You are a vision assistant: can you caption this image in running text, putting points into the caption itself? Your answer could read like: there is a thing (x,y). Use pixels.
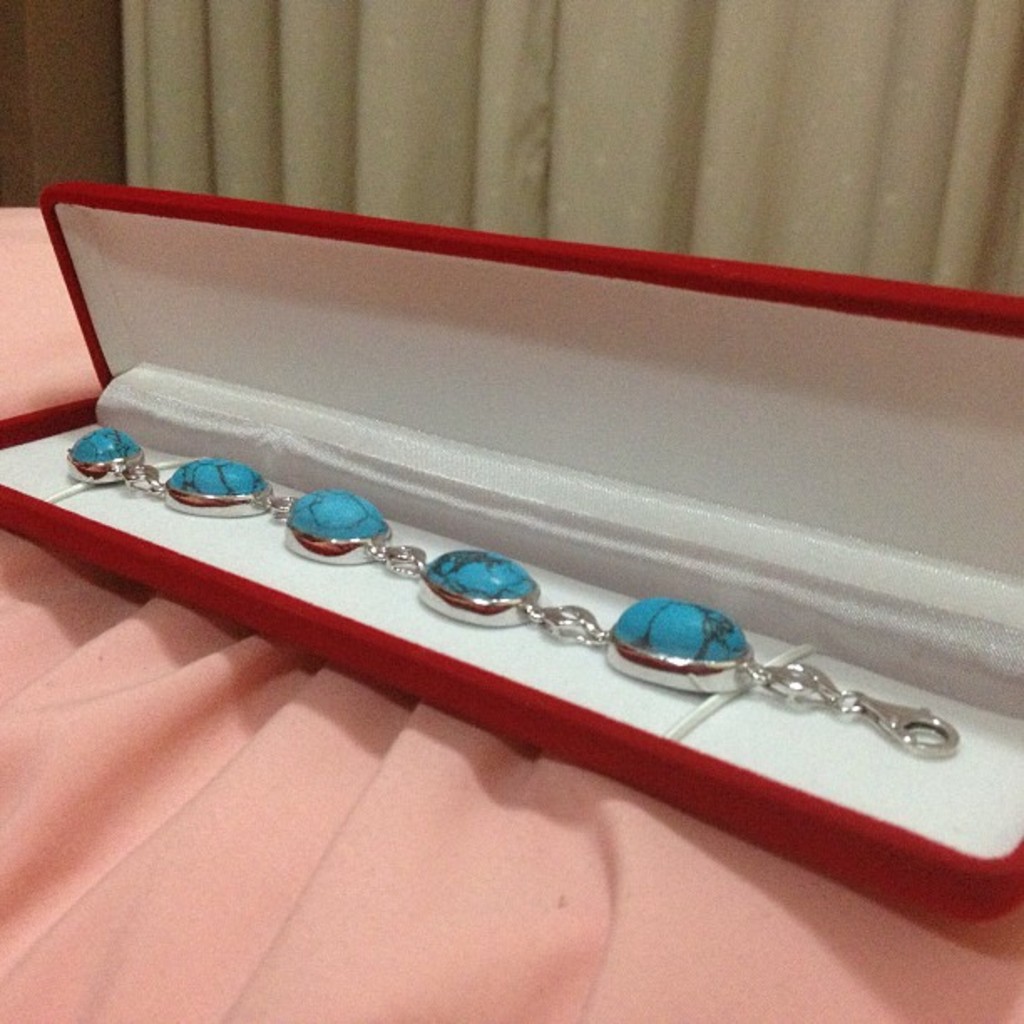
In this picture I can see the bracelet (477,589) in the box (746,593). This box (887,674) is kept on the bed (582,911). At the bottom (437,960) I can see the blanket (540,966). At the top (453,102) I can see the window cloth (630,25), beside that there is a wall (7,99).
